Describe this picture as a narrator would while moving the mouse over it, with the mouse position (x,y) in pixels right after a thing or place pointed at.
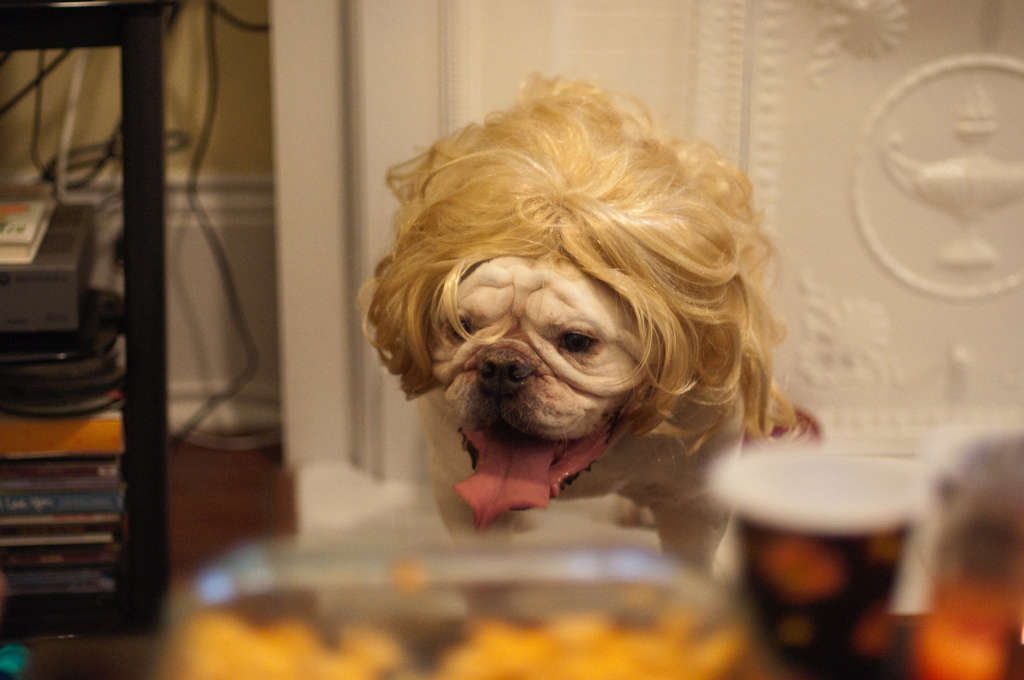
In this picture we can see a dog (547,344), glass (792,493), device (58,289), cables (69,146), some objects (77,357) and in the background (247,129) see the wall (220,179).
